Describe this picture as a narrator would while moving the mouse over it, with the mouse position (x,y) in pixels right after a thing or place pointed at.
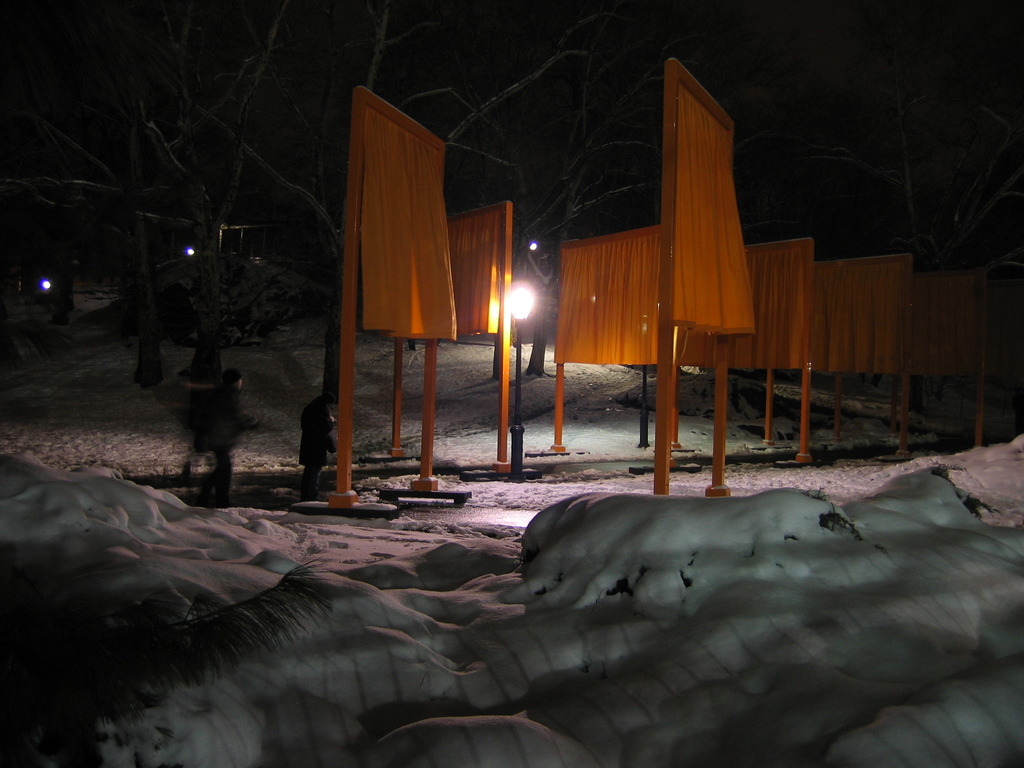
In this picture I can observe yellow color clothes (580,273) hanging in this picture. I can observe some snow (244,511) on the land (521,540). The background (311,277) is dark.
